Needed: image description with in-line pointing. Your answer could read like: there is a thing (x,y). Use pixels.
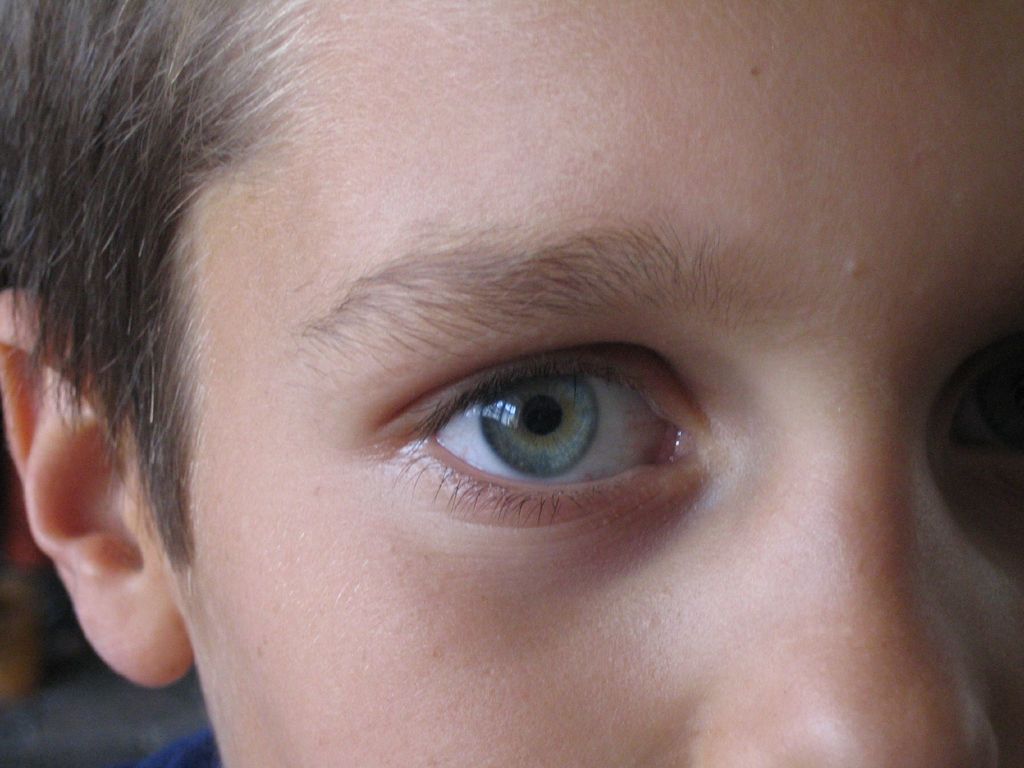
In this image I can see a person's face (447,404) and some objects (8,679). This image is taken may be in a room (112,712).
